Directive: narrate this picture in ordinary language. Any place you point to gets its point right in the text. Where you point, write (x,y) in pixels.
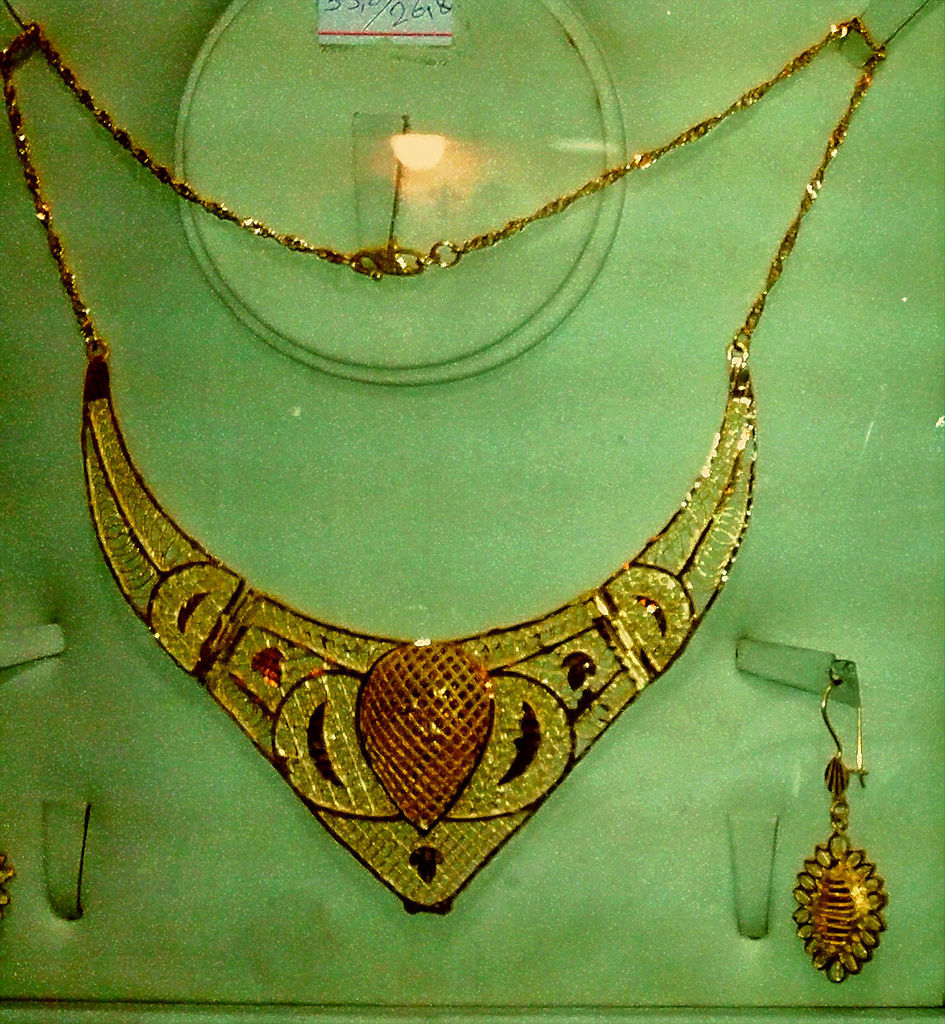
In this picture we can see ornaments (227,636) and a sticker (417,25) on the surface (538,396).
